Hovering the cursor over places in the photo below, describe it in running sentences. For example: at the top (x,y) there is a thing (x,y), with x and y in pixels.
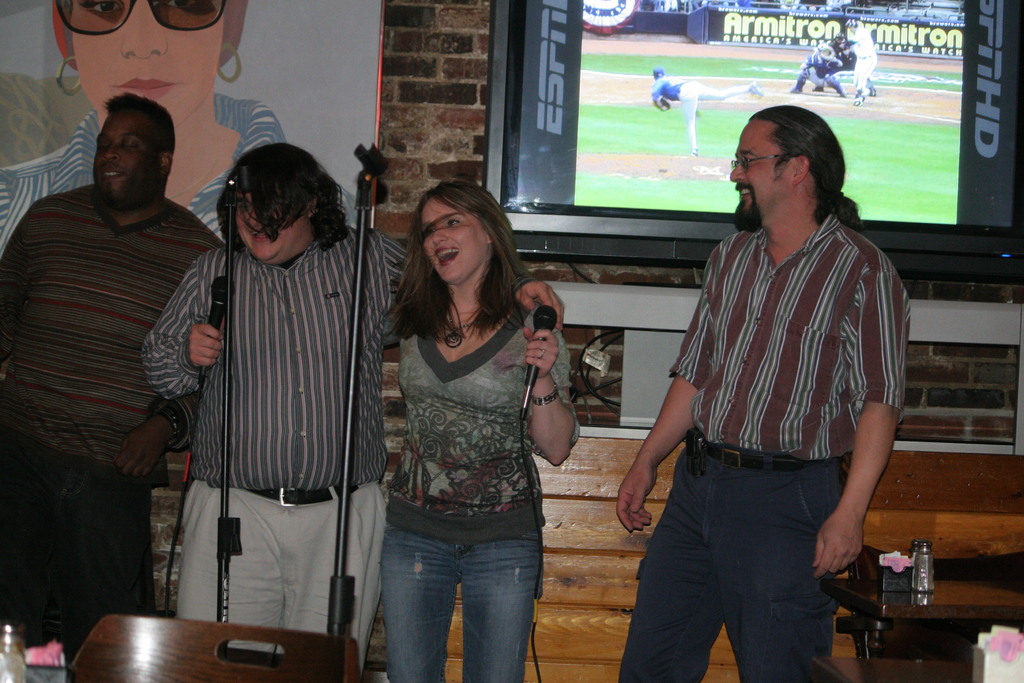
At the center of the image (457,361) there are two people (262,462) holding the mike (546,319). In front of them there are mike's (346,468). Beside them there are two people (777,336). On the left side of the image (177,632) there is a chair (116,641). There is a bottle (7,666). On the right side of the image (1003,606) there is a table (985,599). On top of it there is a bottle (918,576) and there is some object (910,573). In the background of the image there is a TV (599,137). There is a photo frame (362,100) attached to the wall (470,79).
